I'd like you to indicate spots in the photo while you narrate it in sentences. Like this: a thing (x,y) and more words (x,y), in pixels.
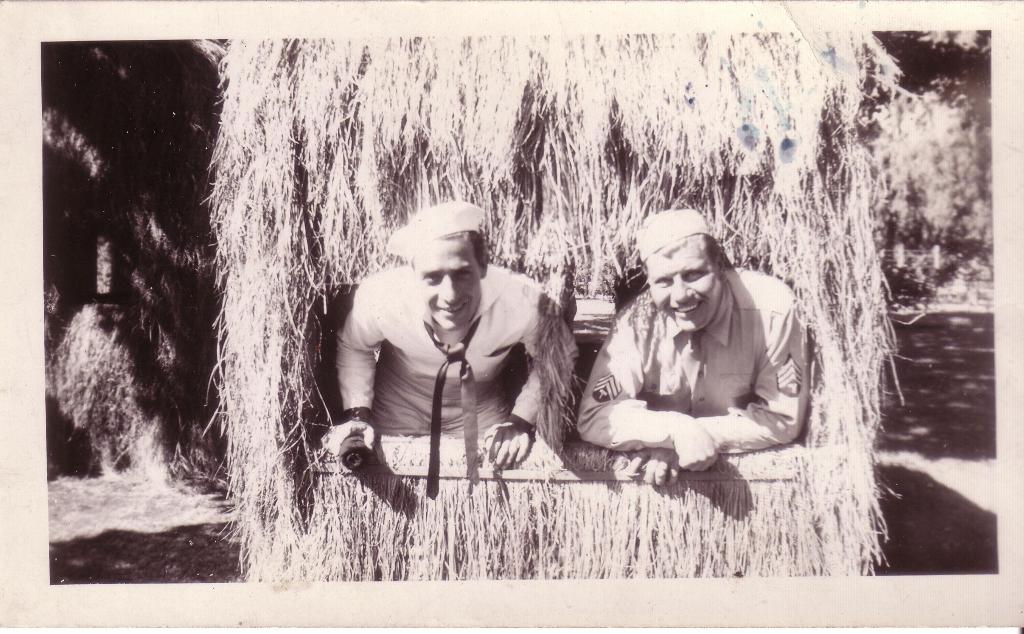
As we can see in the image there is a hut (681,557), dry grass (681,557) and two people (606,363) wearing white color shirts (602,379).
